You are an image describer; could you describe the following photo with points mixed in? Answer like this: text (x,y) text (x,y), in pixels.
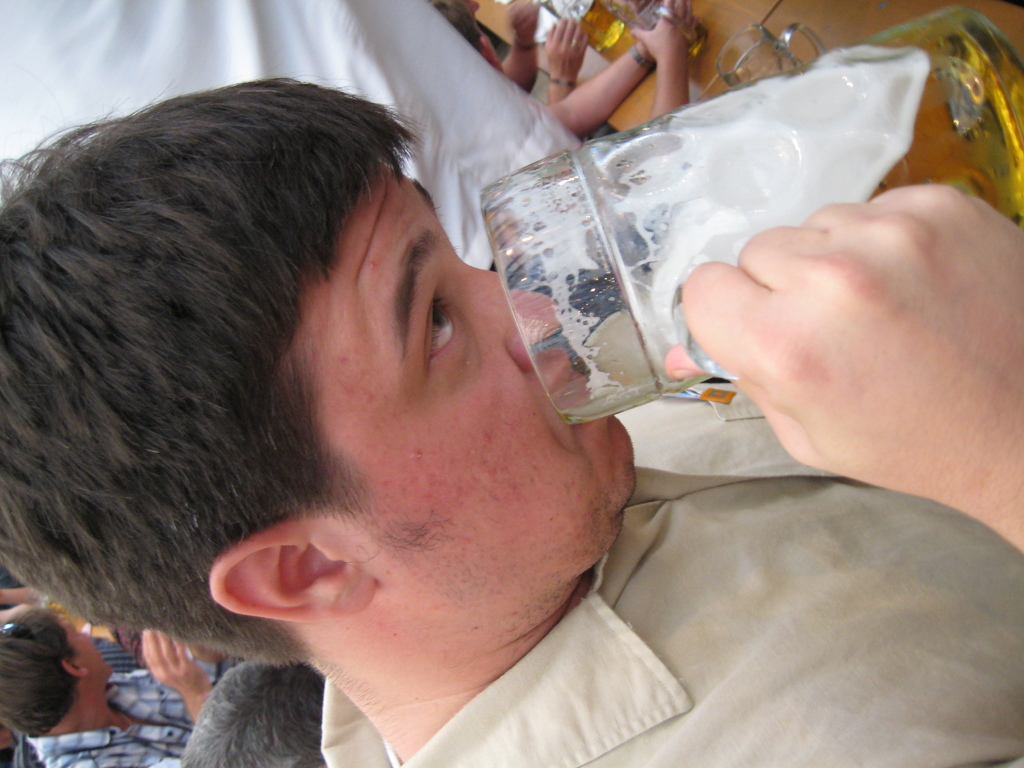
This picture shows few people (669,23) seated and we see a man (464,709) standing and holding a glass (561,341) and drinking beer (747,95) and we see few beer glasses (728,74) on the table (790,2) and we see few people (89,676) seated on the back (14,637).
